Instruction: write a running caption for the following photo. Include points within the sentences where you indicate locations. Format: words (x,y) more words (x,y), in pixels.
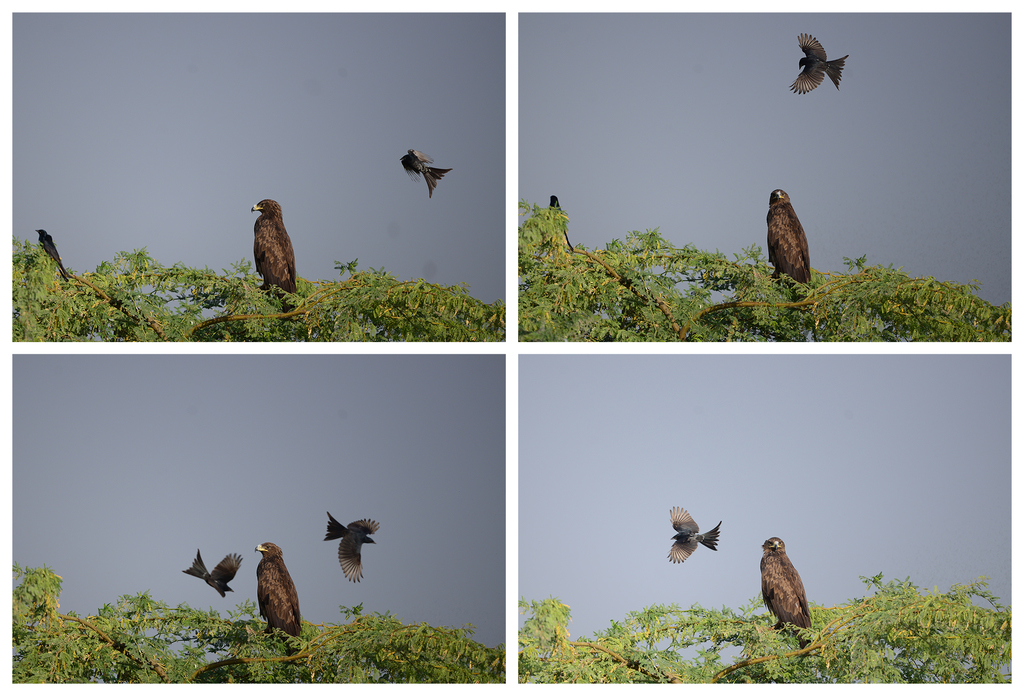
In the picture I can see birds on trees (799,335). There is a sky (305,254) on the top of this image (230,159). This is a collage image.
